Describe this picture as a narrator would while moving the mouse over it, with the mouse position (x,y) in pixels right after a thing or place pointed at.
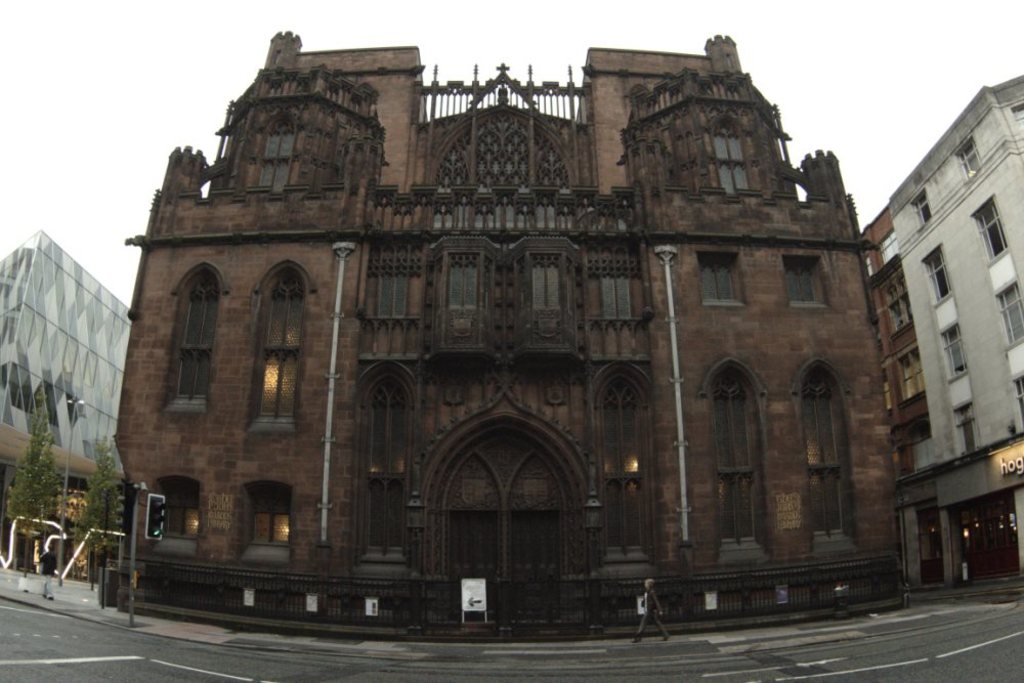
In this image there is a building (470,264) in the middle (652,264). Beside it there are two other buildings (937,318) on either side of it. At the bottom (78,627) there is a road (660,647) on which there is a person (643,626) walking. On the left side (89,531) there are two trees (38,531) and poles (105,573) on the footpath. There is a traffic signal light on the left side (155,536).
